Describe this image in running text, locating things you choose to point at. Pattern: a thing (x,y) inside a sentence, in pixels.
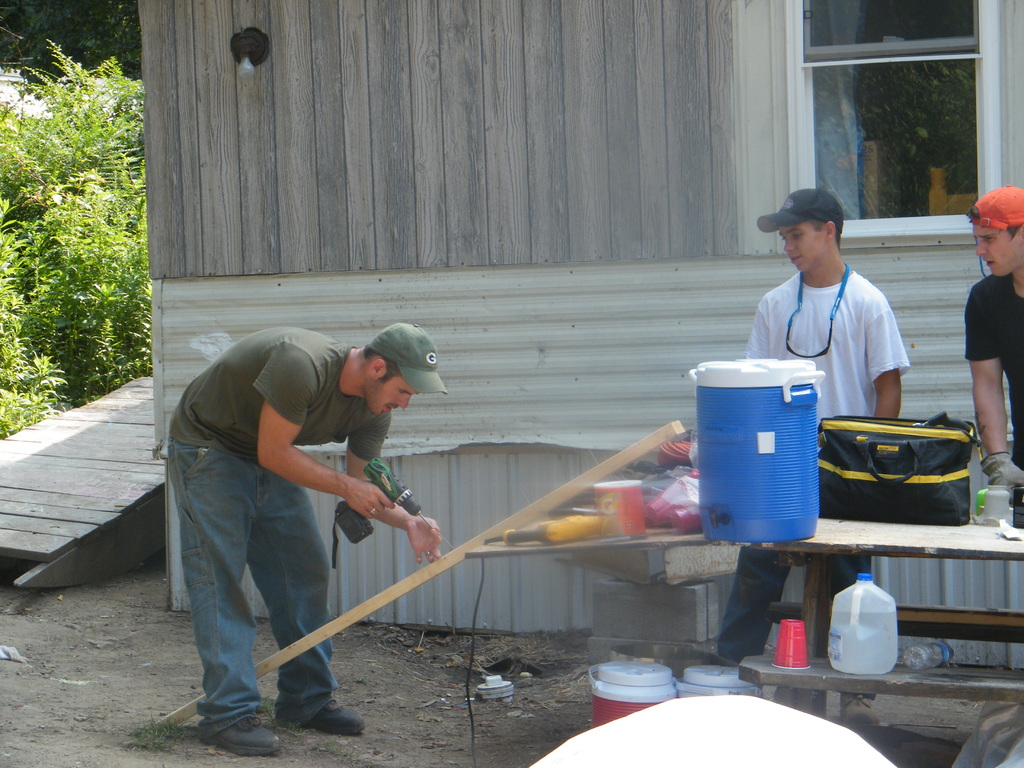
In this image I can see three men (833,406) and I can see all of them are wearing t shirts (887,332) and caps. Here I can see he is holding a drill machine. I can also see a table (821,590) and on it I can see a bag (849,476), a bottle (848,602), a glass (792,632) and I can also see few water campers (774,479) over here. In the background (635,267) I can see a house (357,110) and bushes (4,114).
